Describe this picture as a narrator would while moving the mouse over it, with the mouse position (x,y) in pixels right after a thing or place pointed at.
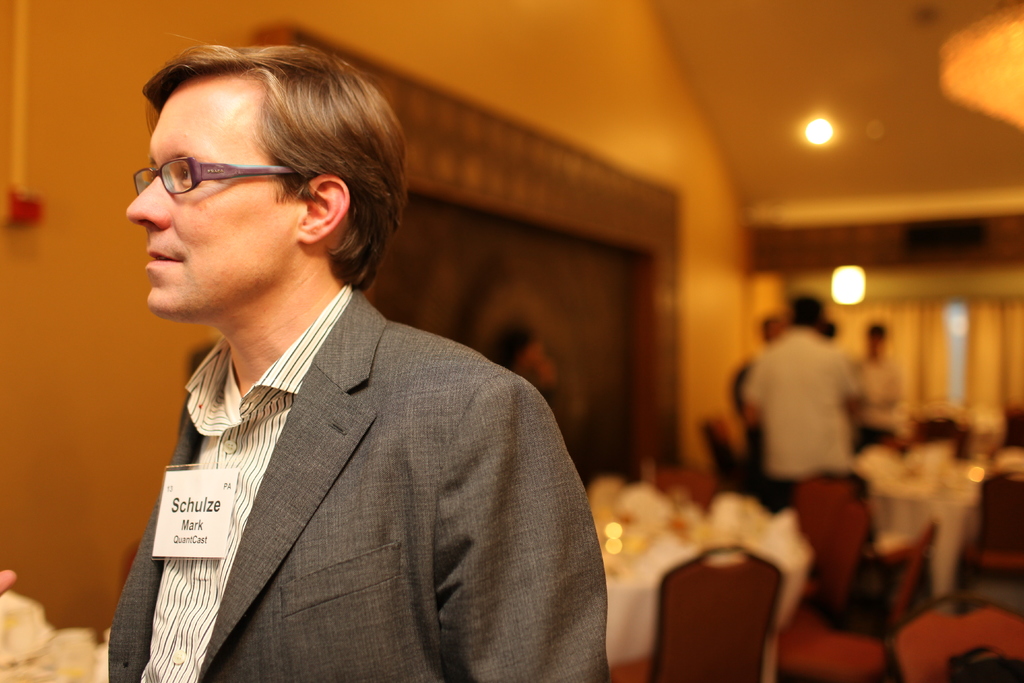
In this image there is a person (255,406) standing, there are tables (653,549), there are chairs (824,489), there are chairs (986,625) truncated towards the right of the image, there are curtains (972,332), there are group of persons (774,426) standing, there is light (831,135), there is the wall (578,91), there is an object (988,72) truncated towards the right of the image (997,52), there is a pipe (19,72) truncated towards the left of the image (20,98), there is an object (52,631) truncated towards the left of the image (39,637).
